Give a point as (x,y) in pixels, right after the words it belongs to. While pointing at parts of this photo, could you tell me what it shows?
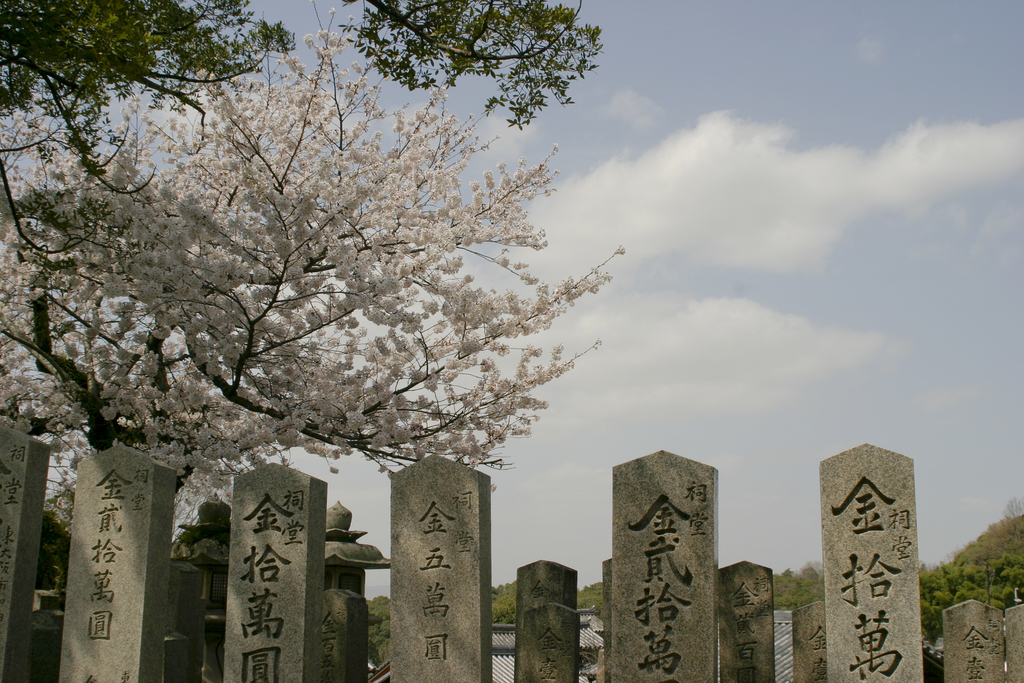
In this picture I can see number of stones (89,602) on which there is something written and I can see number of trees (408,304). In the background (466,100) I can see the sky (719,238).
